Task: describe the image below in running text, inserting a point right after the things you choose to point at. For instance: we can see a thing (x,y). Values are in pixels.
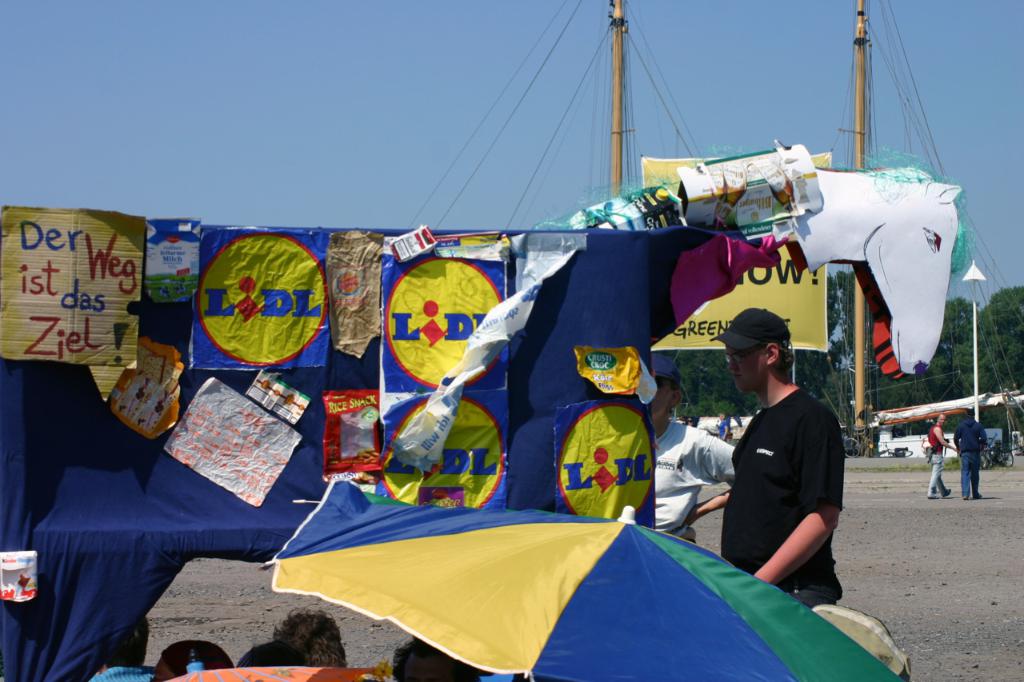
In this image there are persons (726,455) standing and walking. In the front (425,494) there is an umbrella (557,590) and there is a banner (169,342) with some text (95,321) written on it. On the right side (860,131) there are poles (855,148) and there are wires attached to the poles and the sky (348,128) is clear and there are trees (947,368) on the right side (917,382).
